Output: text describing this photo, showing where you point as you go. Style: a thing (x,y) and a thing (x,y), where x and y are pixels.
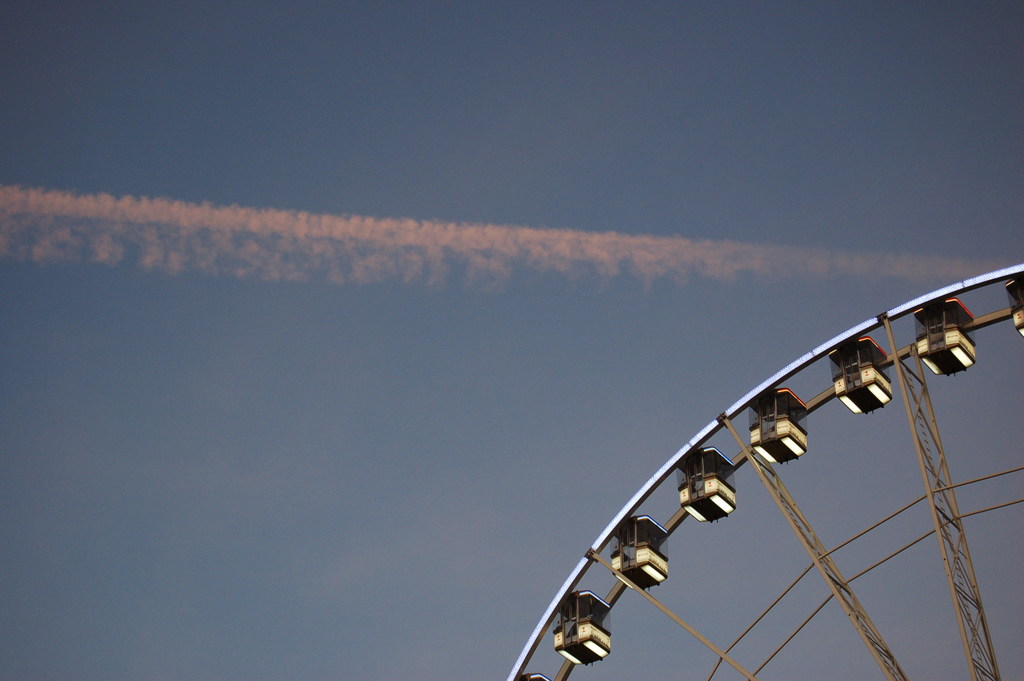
This image consists of a giant wheel (782,411) on the right side (696,443). There is sky (516,211) in the remaining part. There is smoke (578,243) in the middle (608,253).
